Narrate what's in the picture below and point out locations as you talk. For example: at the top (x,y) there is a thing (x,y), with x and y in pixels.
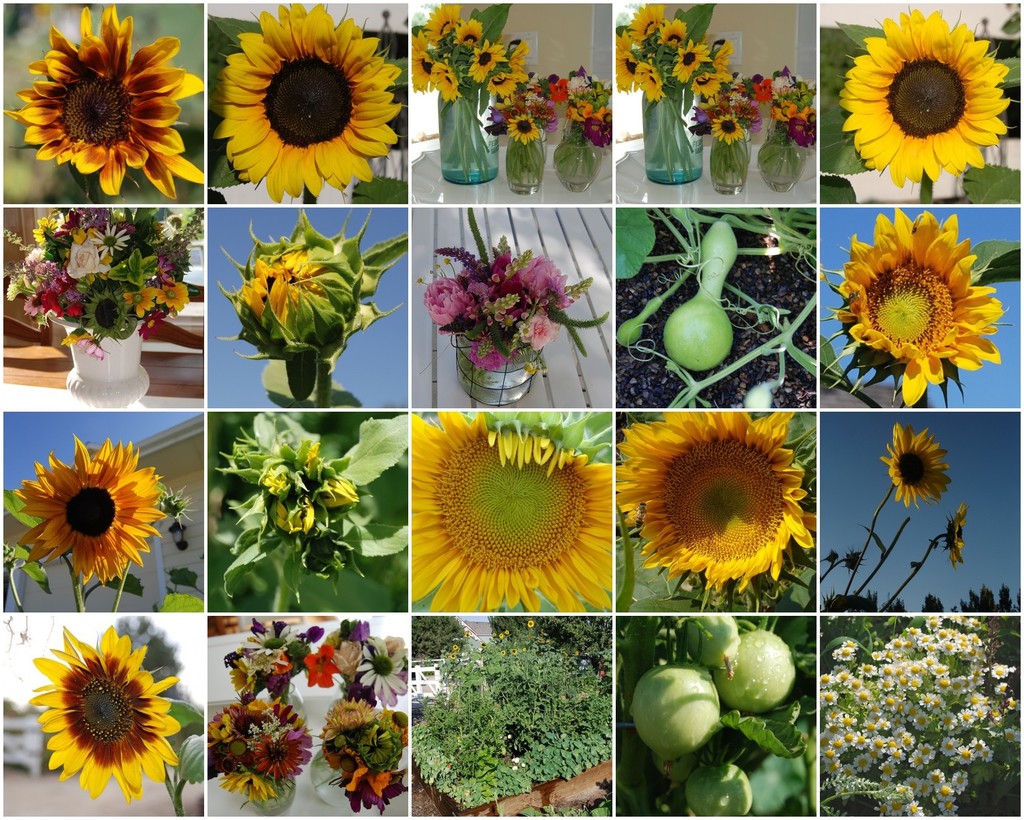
In this image we can see collage pictures of a flowers (450,607).
